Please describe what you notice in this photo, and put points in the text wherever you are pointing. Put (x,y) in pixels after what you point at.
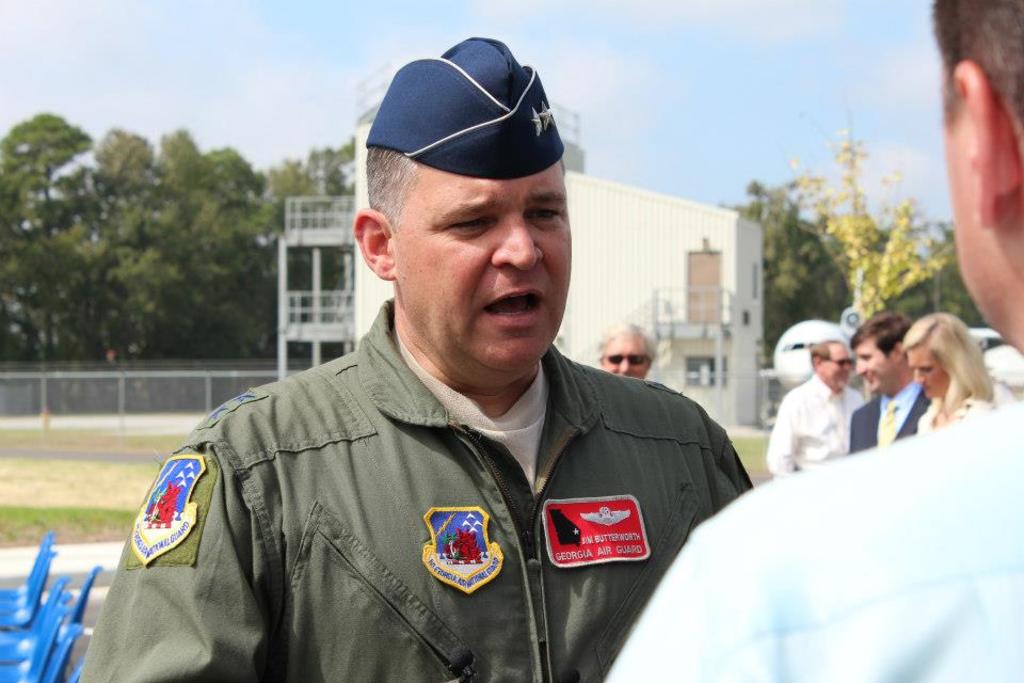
In this image there is an officer (459,486) and so many people (997,107) standing together, behind them there is a building (288,218) and trees (39,320).
